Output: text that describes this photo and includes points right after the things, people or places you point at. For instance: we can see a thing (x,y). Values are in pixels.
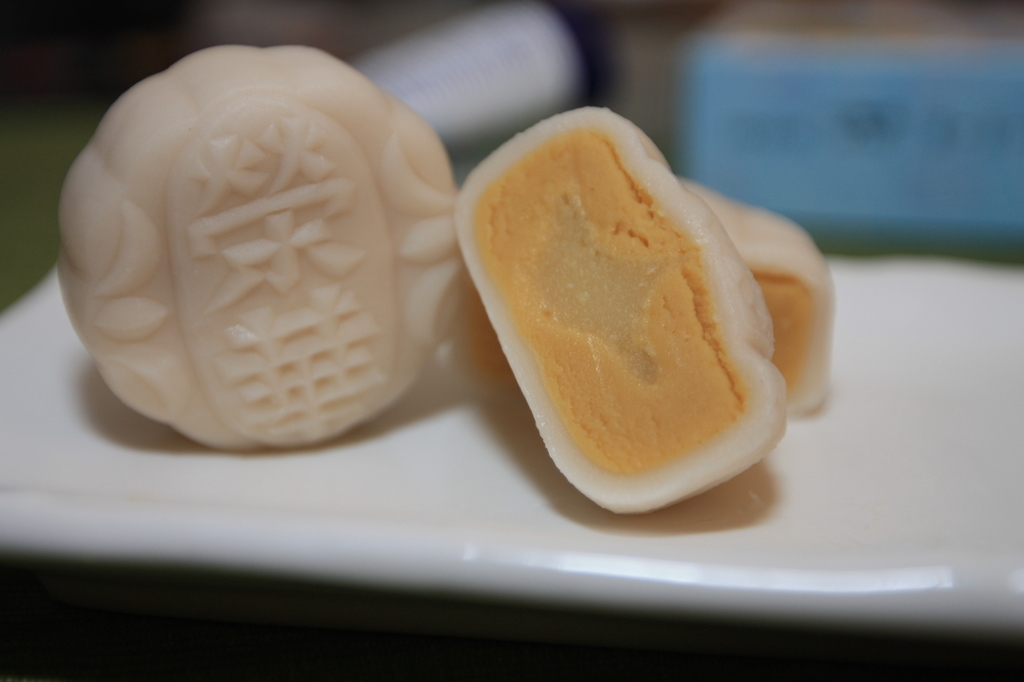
In this picture, we see the eatables (447,217) are placed in the white plate (538,502). At the bottom (233,593), it is black in color. In the background (532,117), we see some objects (709,84) in white and blue color. This picture is blurred in the background (362,39).
